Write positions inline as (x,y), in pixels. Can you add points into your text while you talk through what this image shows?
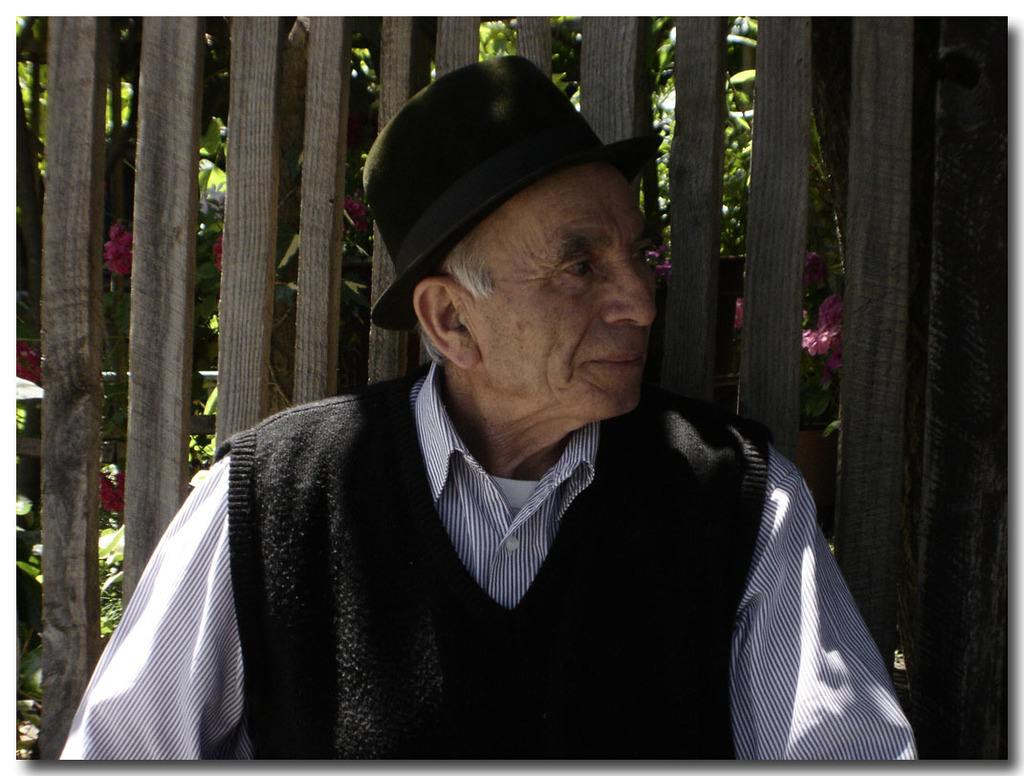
In this picture we can see old man (731,456) wore black color sweater (340,584) and cap (479,152). He is smiling and in background (339,122) we can see wooden fence (228,148) and after that fence (582,66) we have trees (128,71), plants (124,167) with flowers (126,230).
